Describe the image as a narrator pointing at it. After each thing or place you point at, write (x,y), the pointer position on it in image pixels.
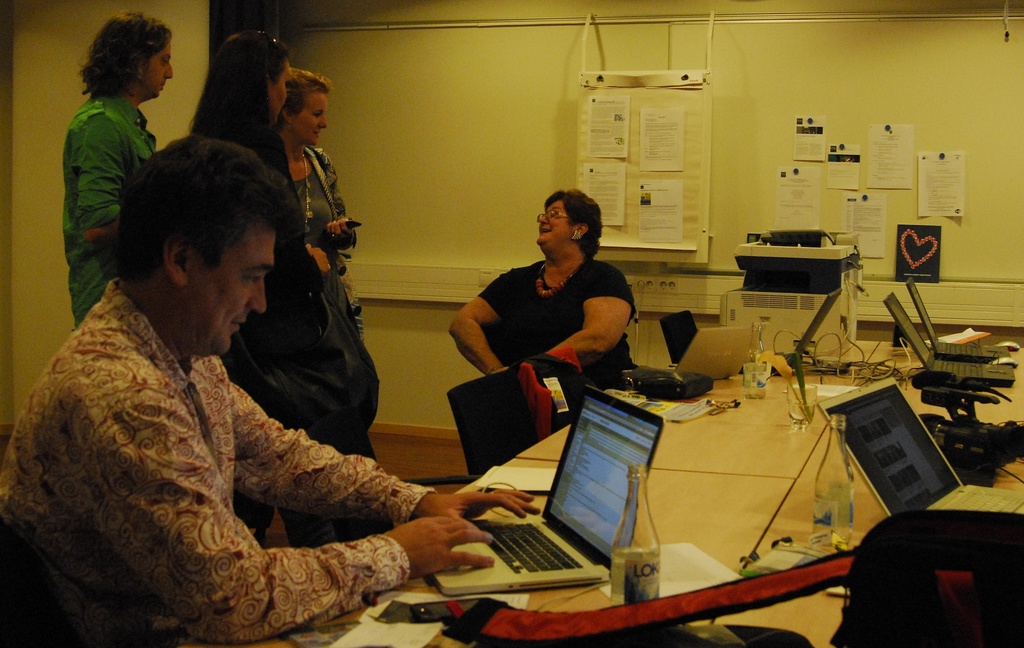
In this image, we can see few people (235,184). Few are sitting and standing. Here there is a desk (715,498). Few laptops (898,453), some objects (689,620) are placed on it. Here we can see chair (484,417). Background (641,233) there is a wallboard (623,164), few posters (652,224) and machine (762,302).
